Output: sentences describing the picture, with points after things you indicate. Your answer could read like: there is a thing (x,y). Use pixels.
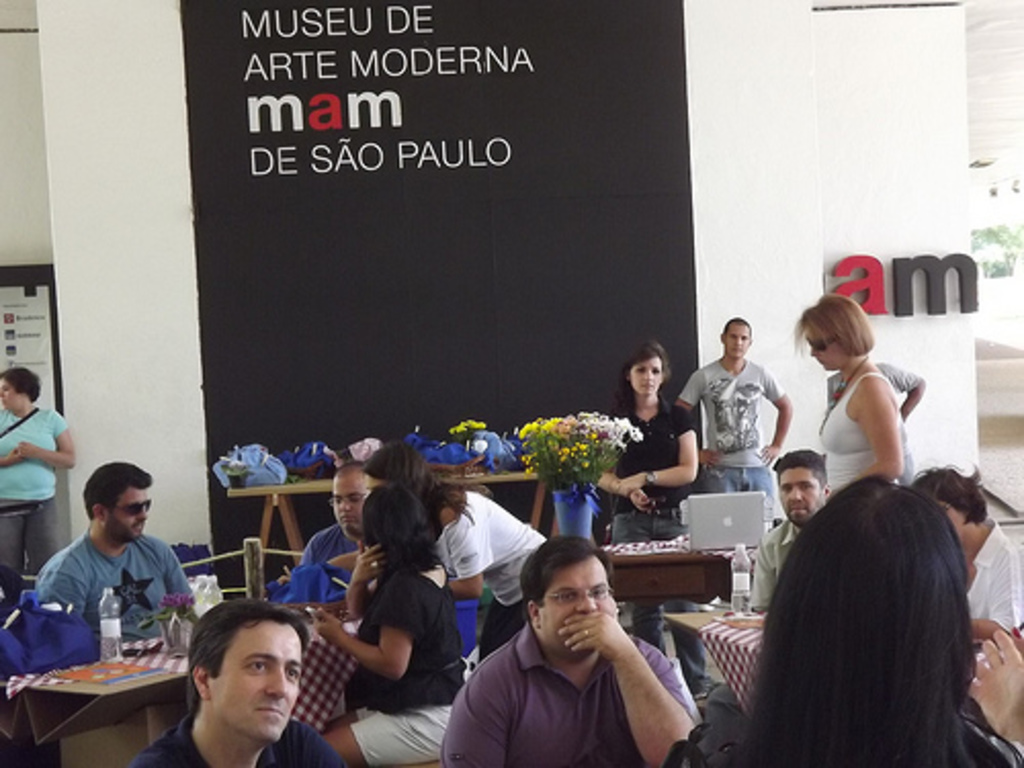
In this image I can see a group of people (471,584) are sitting on a chair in front of a table (711,618). On the table (722,586) we have a glass bottle (113,638), a laptop (736,517) and other objects (67,633) on it.
